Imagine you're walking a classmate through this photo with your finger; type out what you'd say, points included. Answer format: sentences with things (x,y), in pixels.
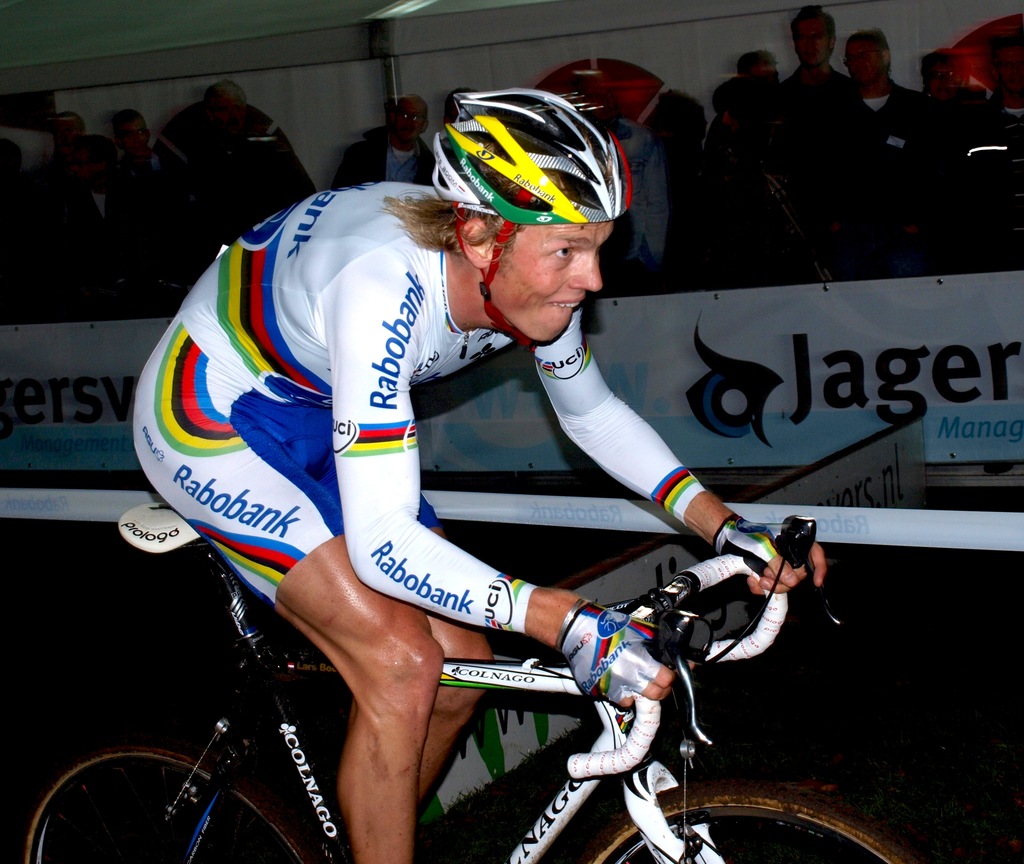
In this image there is a person (385,409) with white t-shirt (262,346) is riding bicycle (235,608) and at the back (880,145) there are group of people (159,199) standing, at the bottom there is a hoarding (690,410).
